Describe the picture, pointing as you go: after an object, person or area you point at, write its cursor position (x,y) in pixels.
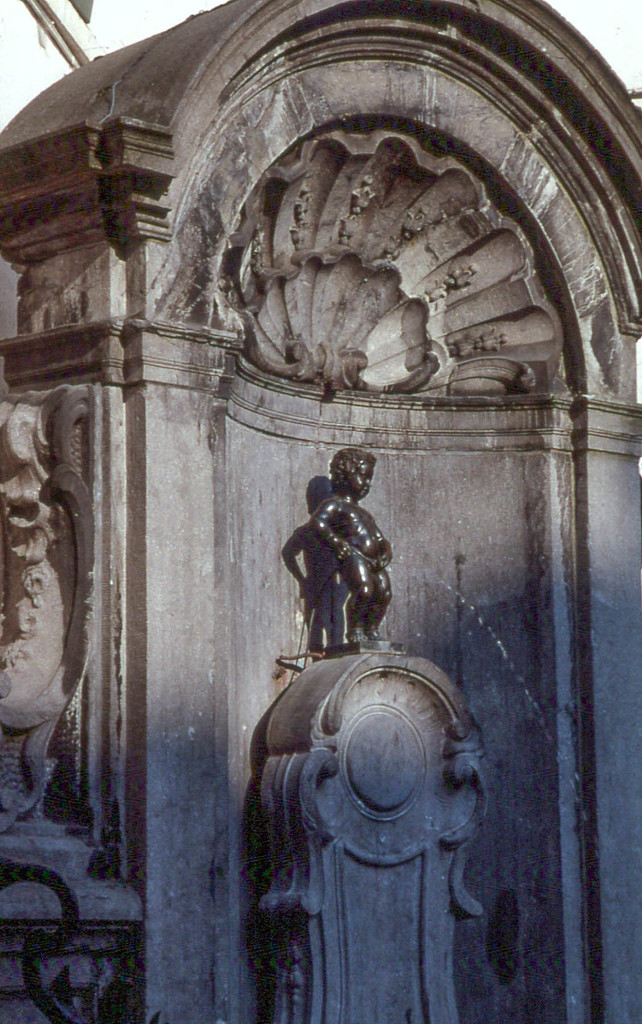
This picture contains sculpture (263,299) and the statue (379,575) of the boy (358,541) is standing on the pillar (390,757).
